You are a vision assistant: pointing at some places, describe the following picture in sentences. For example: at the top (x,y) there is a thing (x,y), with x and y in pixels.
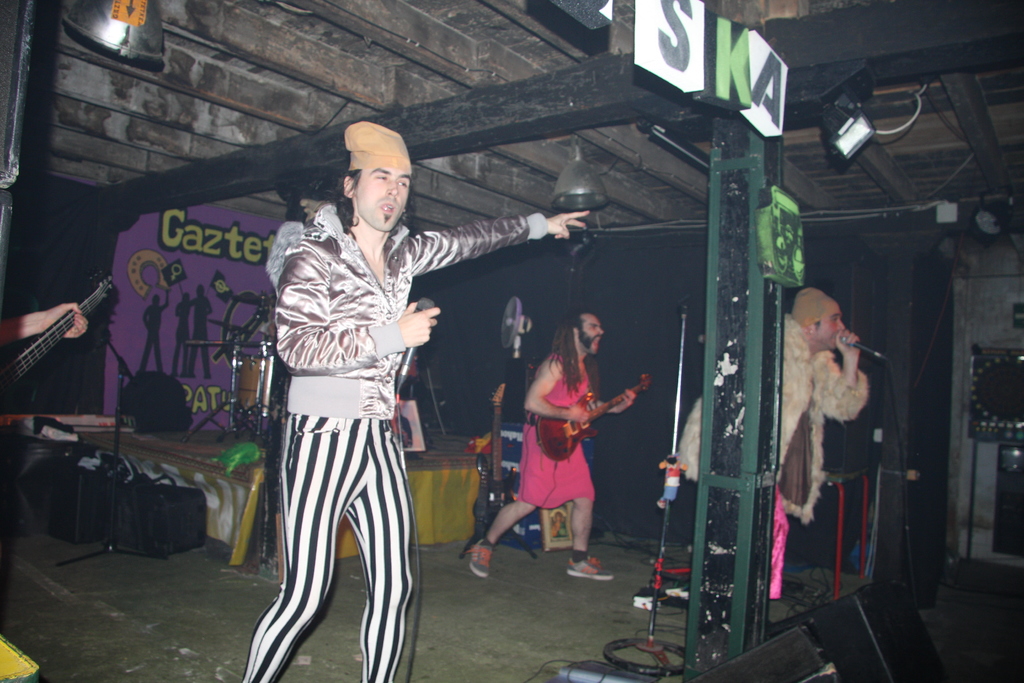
In this picture there are three members (360,319) standing on the stage (348,593). Two of them was singing holding mics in their hands (853,331). In the background (583,372) there is another guy (532,469) playing with guitar (540,440). We can observe some drums (239,385) on the stage (356,567). Behind the drums (267,371) there is a poster (177,276).
